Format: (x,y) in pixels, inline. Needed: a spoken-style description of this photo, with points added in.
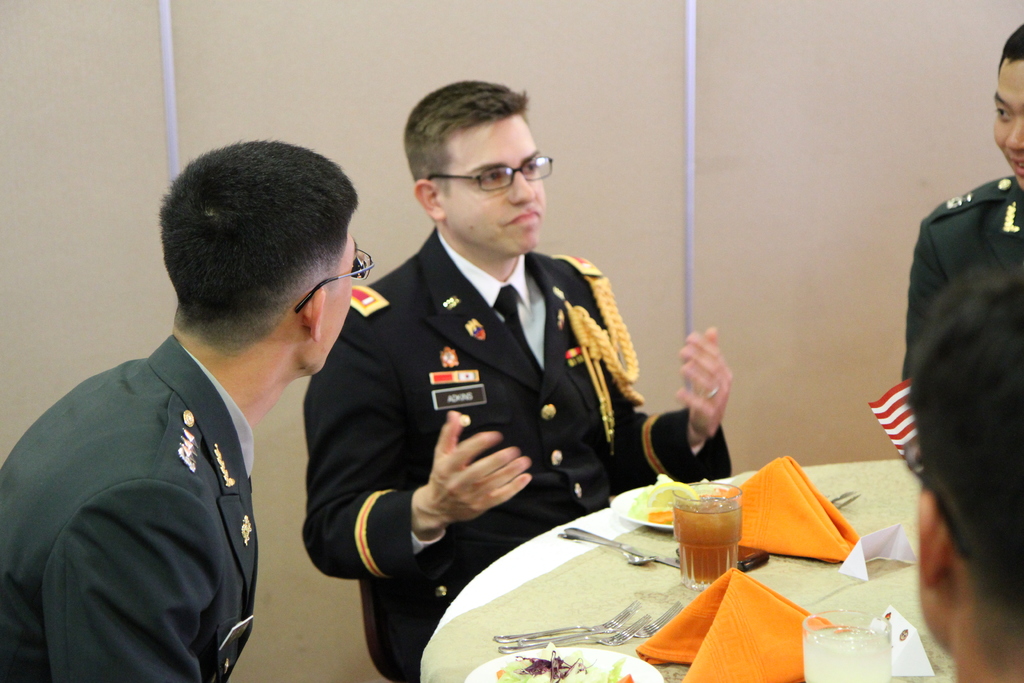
In the image we can see there are people (501,478) wearing clothes (533,511) and they are sitting. These two people (344,298) are wearing spectacles (298,310). In front of them there is a table (866,527), on the table (827,585), we can see glass (713,559), forks (622,624), spoons (630,559), napkins (787,528), plates (603,661) and food (558,655) on a plate (575,651). Here we can see a wall (736,245).
